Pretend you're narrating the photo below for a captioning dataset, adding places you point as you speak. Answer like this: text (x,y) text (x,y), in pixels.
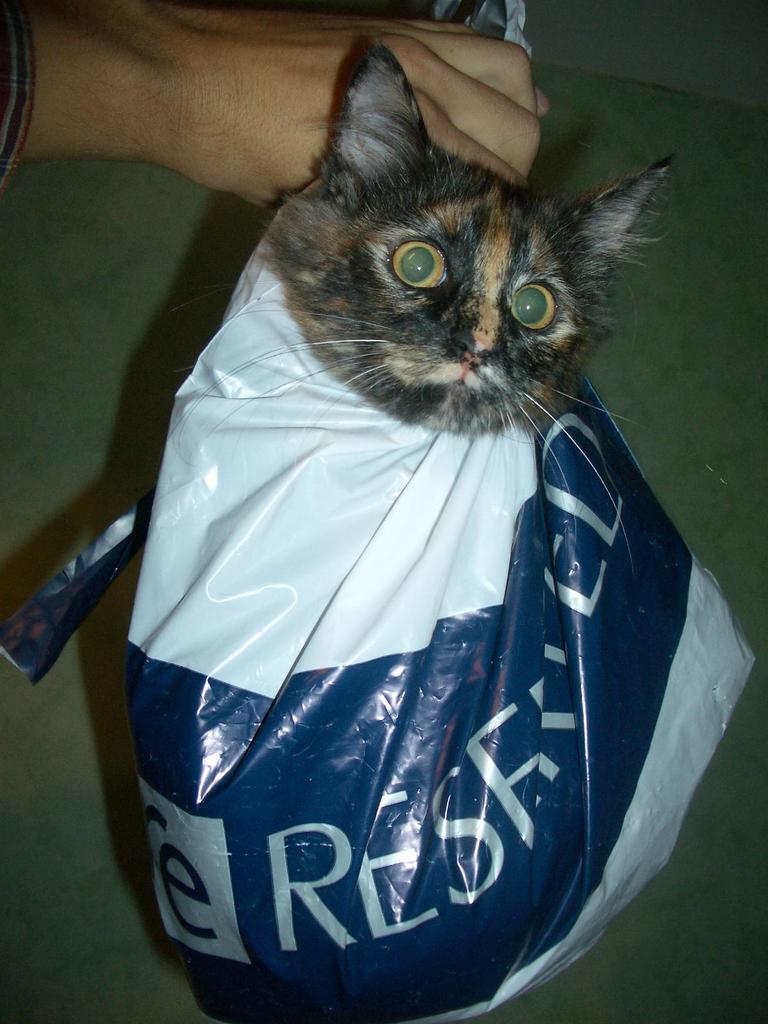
In this image I can see the cat (433,372) in the plastic cover (502,507) and the cat (461,403) is in black and brown color and I can also see the person's hand (263,46).
